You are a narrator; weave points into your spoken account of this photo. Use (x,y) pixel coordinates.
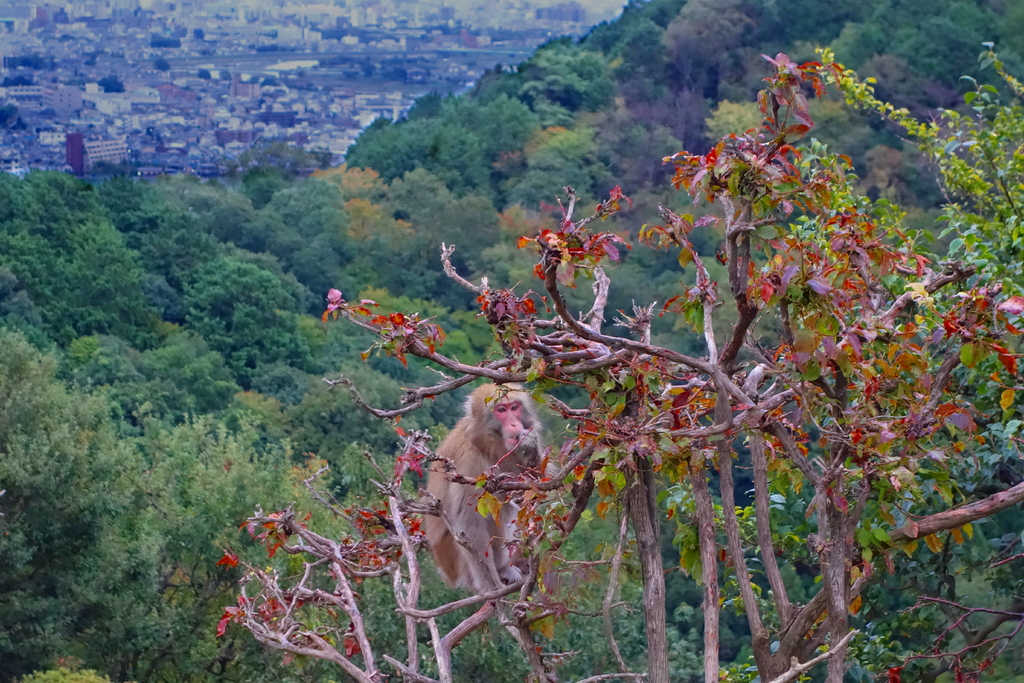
In this image I can see a monkey (440,541) on the tree (541,577). I can see the monkey (450,555) is in brown color. In the background (302,339) I can see many trees (324,242) and the buildings (210,83).
